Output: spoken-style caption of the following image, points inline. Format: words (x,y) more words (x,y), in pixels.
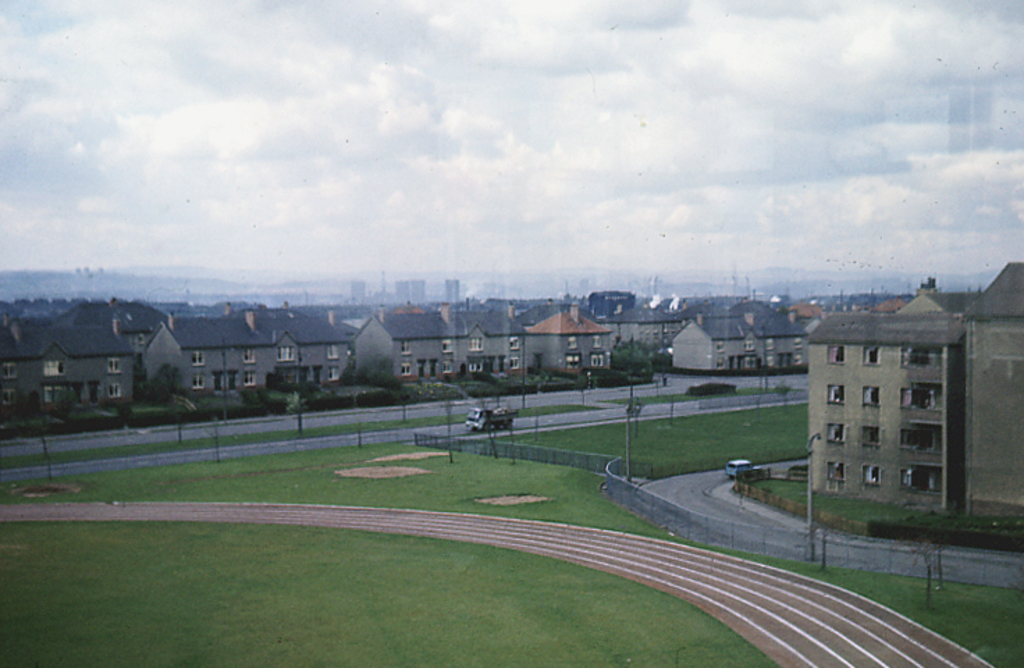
In this picture we can observe some grass (338,573) on the ground (483,466). There is a vehicle (477,413) on this road (133,461). We can observe buildings (832,366) in this picture. In the background (105,165) there is a sky (376,179) with some clouds (343,127).
